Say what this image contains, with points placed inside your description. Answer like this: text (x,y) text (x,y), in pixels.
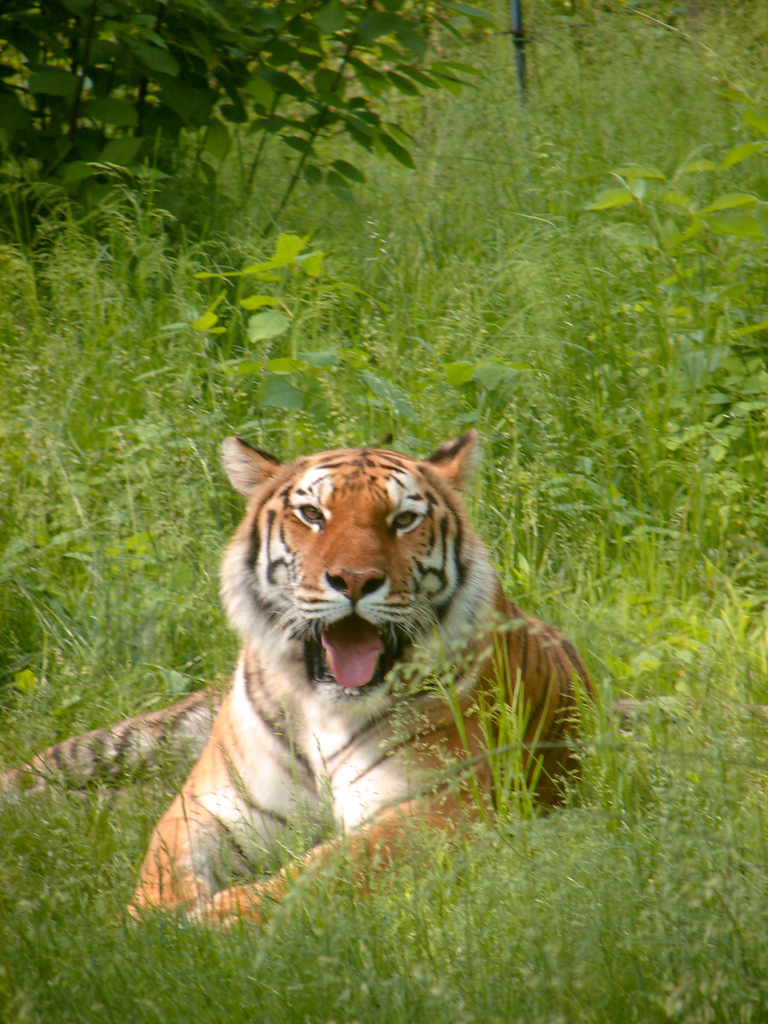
In this image we can see a tiger (349,569) lying on the ground (96,702). In the background (749,572), we can see grass (26,235) and some plants (55,117).
